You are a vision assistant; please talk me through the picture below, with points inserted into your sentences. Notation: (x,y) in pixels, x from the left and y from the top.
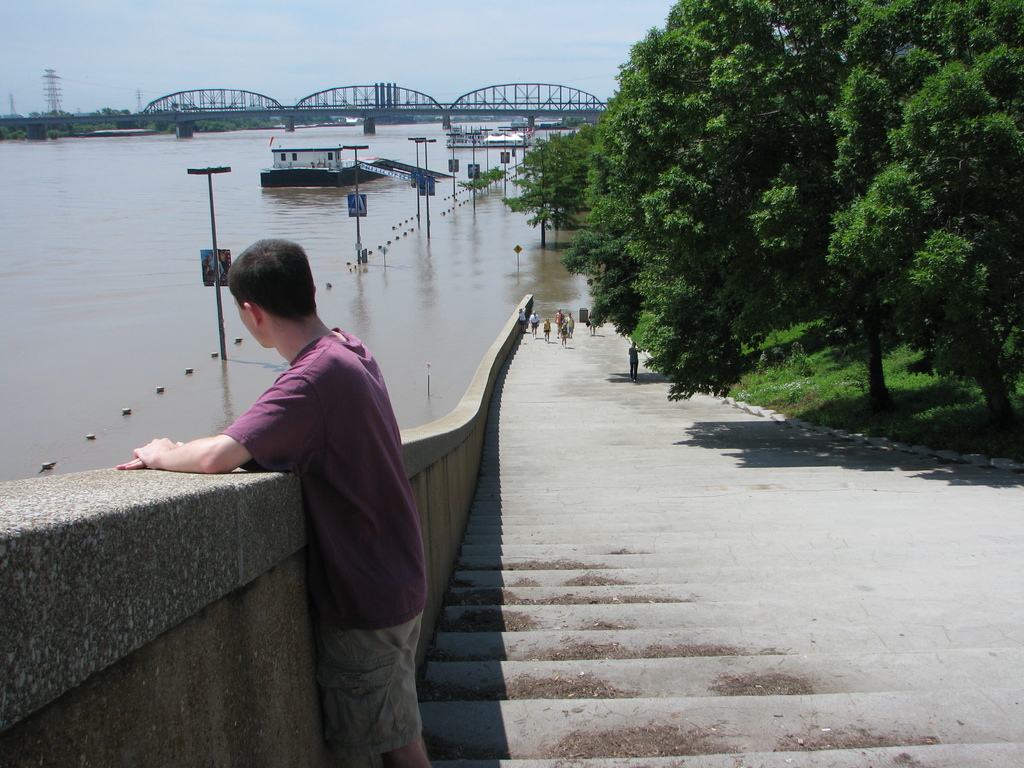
In the image there are many steps (562,716) and beside the steps (538,733) there is a wall (18,651), there is a person (319,433) standing in front of the wall (460,481) on the left side (333,541), behind him there are many trees (790,278) and there are few people (548,331) in a distance and beside the wall (509,339) there is a water surface (222,180), in the background (215,115) there is a bridge (177,98).
